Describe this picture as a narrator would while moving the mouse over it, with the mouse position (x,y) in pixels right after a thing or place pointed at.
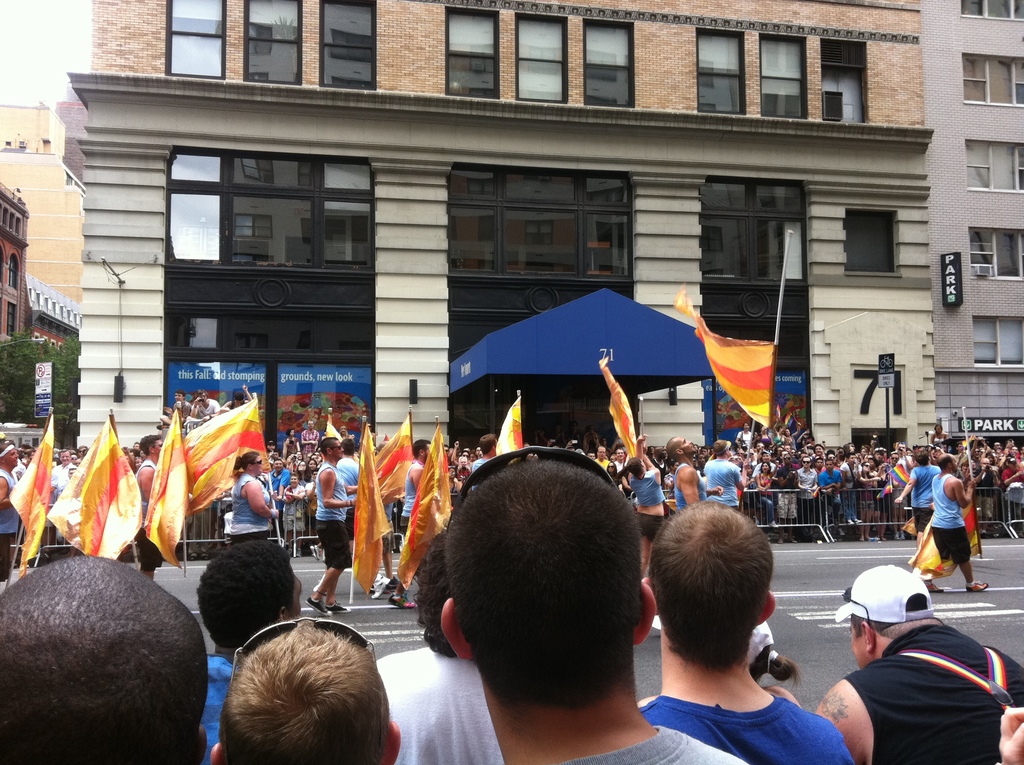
In this image, we can see some people (33,608) standing, there are some holding flags (388,487) and walking, we can see some buildings (407,258), there are some windows (286,41) on the buildings (331,116).
